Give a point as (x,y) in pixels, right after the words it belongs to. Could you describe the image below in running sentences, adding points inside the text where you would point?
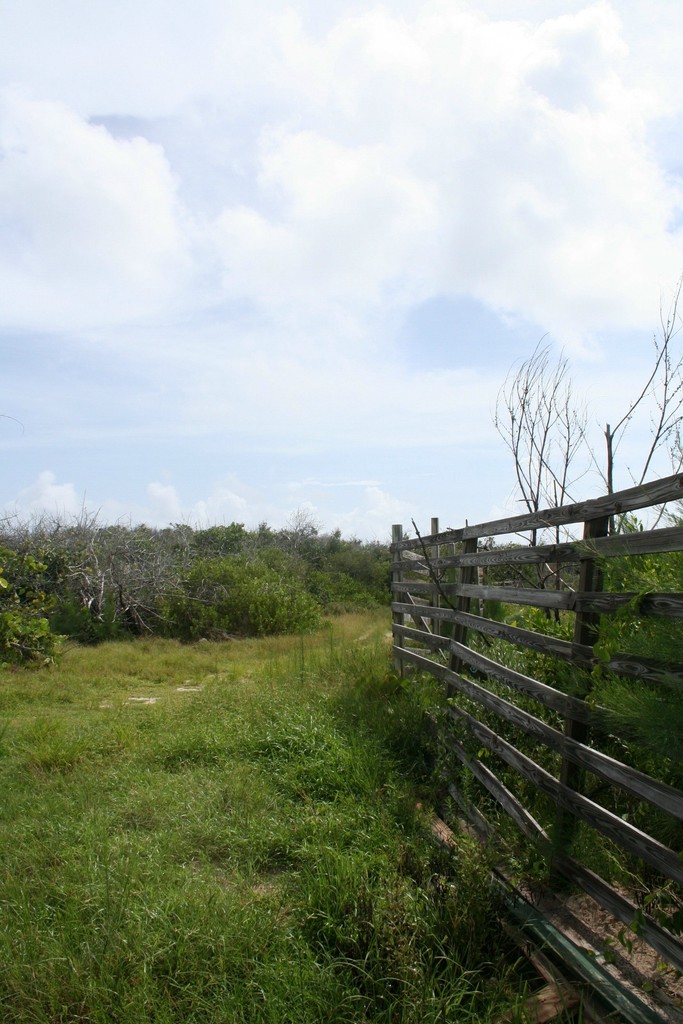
In this picture I can see fence (578,743), grass (19,767), trees (76,547), and in the background (303,331) there is the sky (303,331).
